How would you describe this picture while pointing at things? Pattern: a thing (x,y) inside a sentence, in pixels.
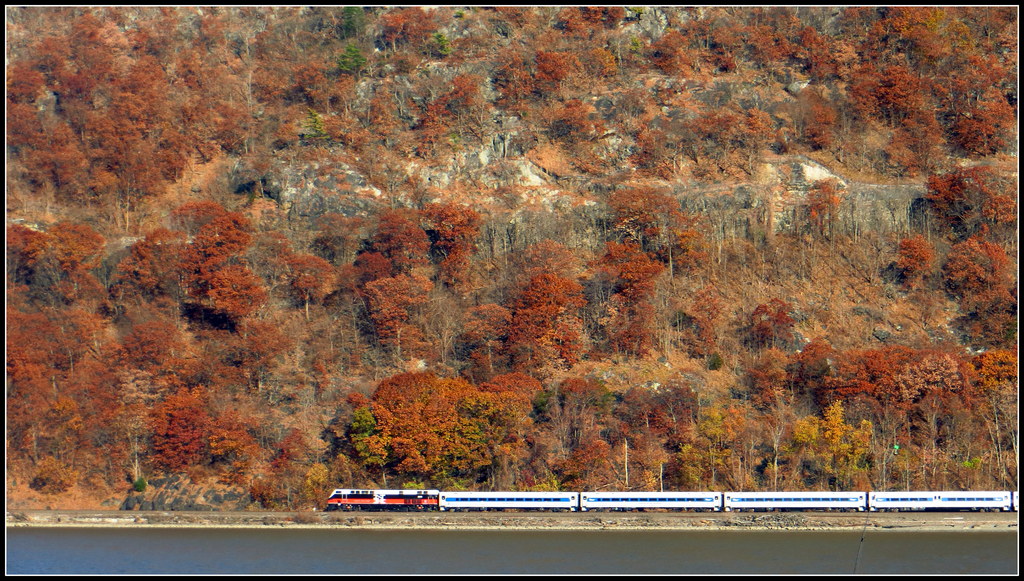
In this picture there is a train (372,491) and water (351,535) at the bottom side of the image (983,565) and there are trees (73,148) and mountains (568,49) in the center of the image (432,292).
